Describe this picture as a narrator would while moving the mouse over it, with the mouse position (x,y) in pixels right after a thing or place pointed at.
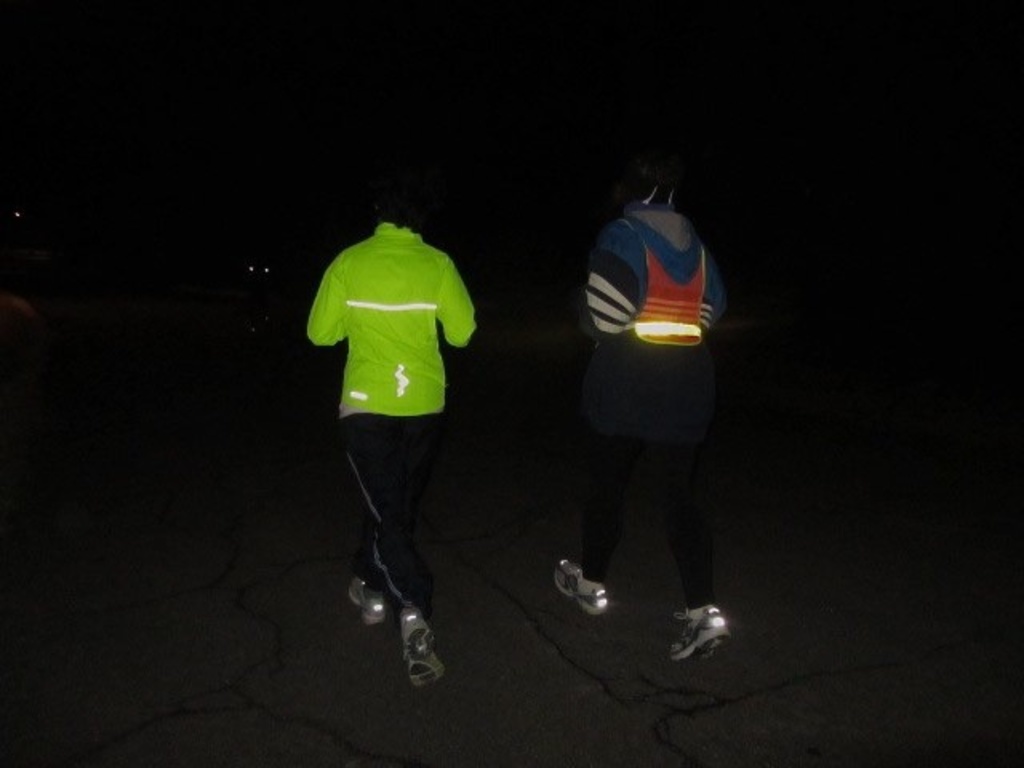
There are two persons (637,255) in different color dresses (423,281), wearing shoes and running on the road (224,510). And the background (983,18) is dark in color.
